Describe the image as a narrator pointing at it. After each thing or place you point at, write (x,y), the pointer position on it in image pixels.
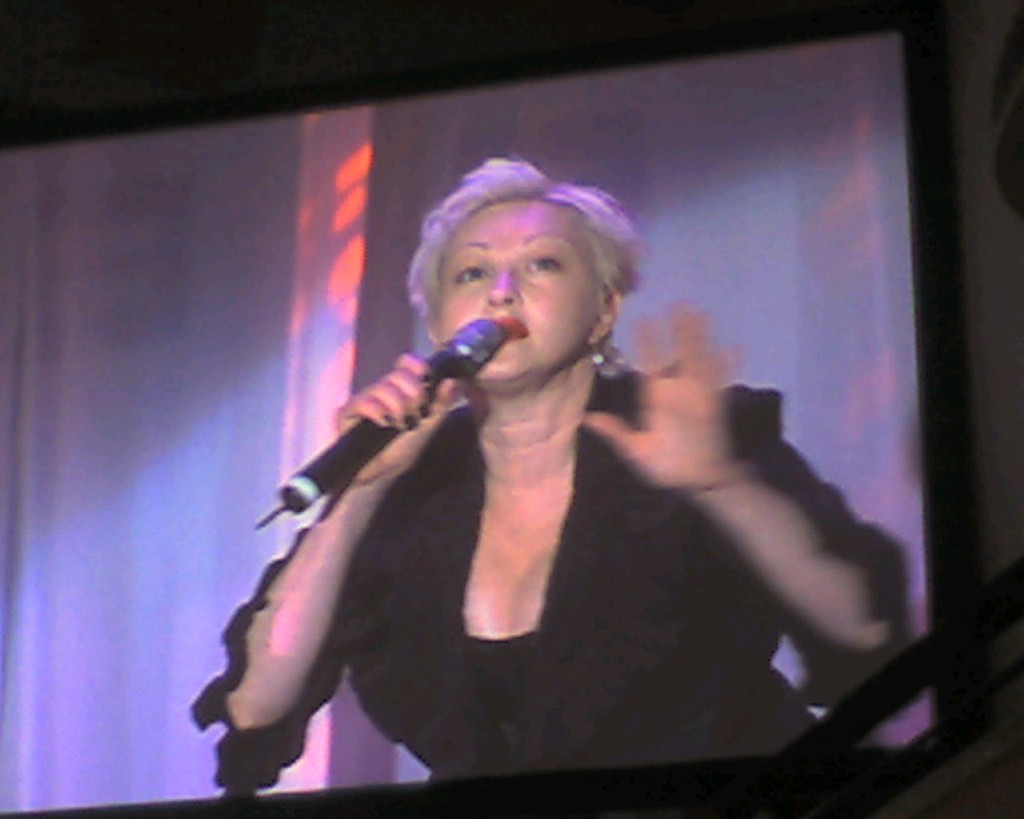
In this image we can see a photo (546,319) of a woman (709,490) wearing a black dress (517,677) and holding a microphone (387,433) in her hand (440,398) on the screen (660,407).
